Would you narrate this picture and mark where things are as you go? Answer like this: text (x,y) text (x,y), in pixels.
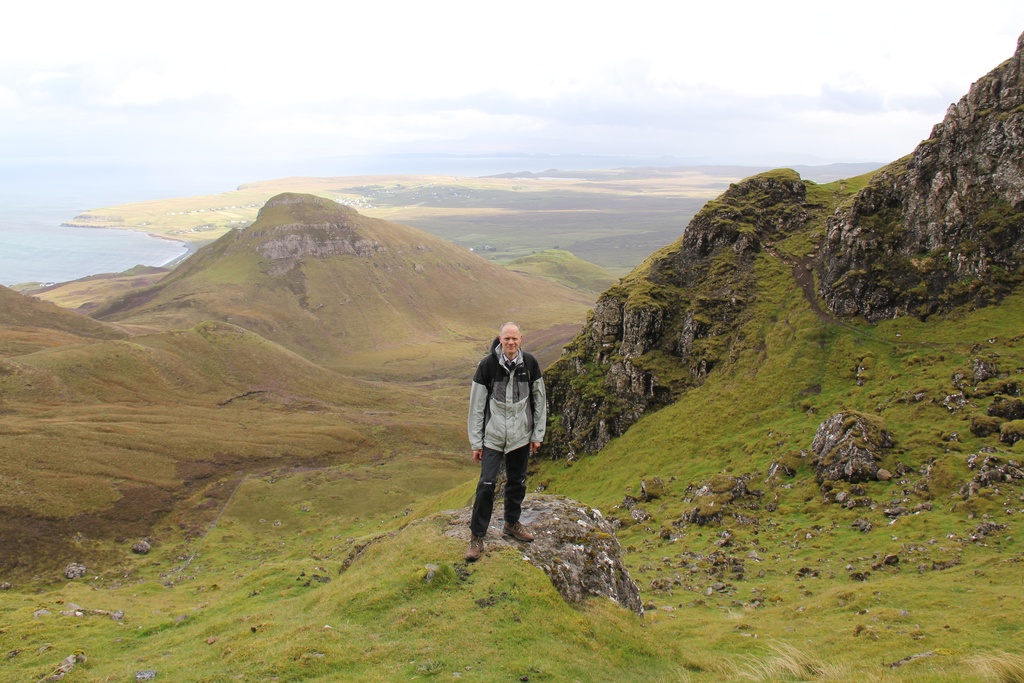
In the picture we can see a man (520,537) standing on the hill surface (437,531) and behind him we can see the hills (31,299), water surface (200,182) and the sky (729,99) with clouds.
